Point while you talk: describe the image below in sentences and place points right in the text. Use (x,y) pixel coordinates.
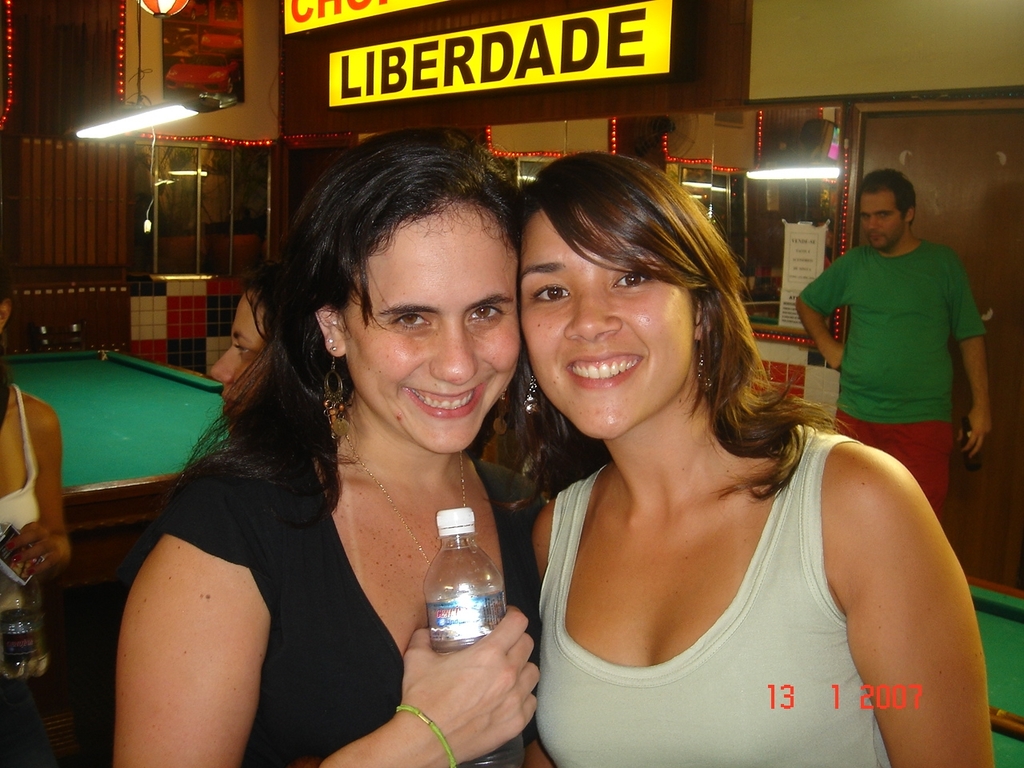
In this image I can see two women (495,510) are smiling among them this woman (382,510) is holding a bottle (472,599) in the hand (494,654). In the background (785,343) I can see people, lights (541,154), a wall (491,111), a door (990,261) and snooker tables (131,423).
